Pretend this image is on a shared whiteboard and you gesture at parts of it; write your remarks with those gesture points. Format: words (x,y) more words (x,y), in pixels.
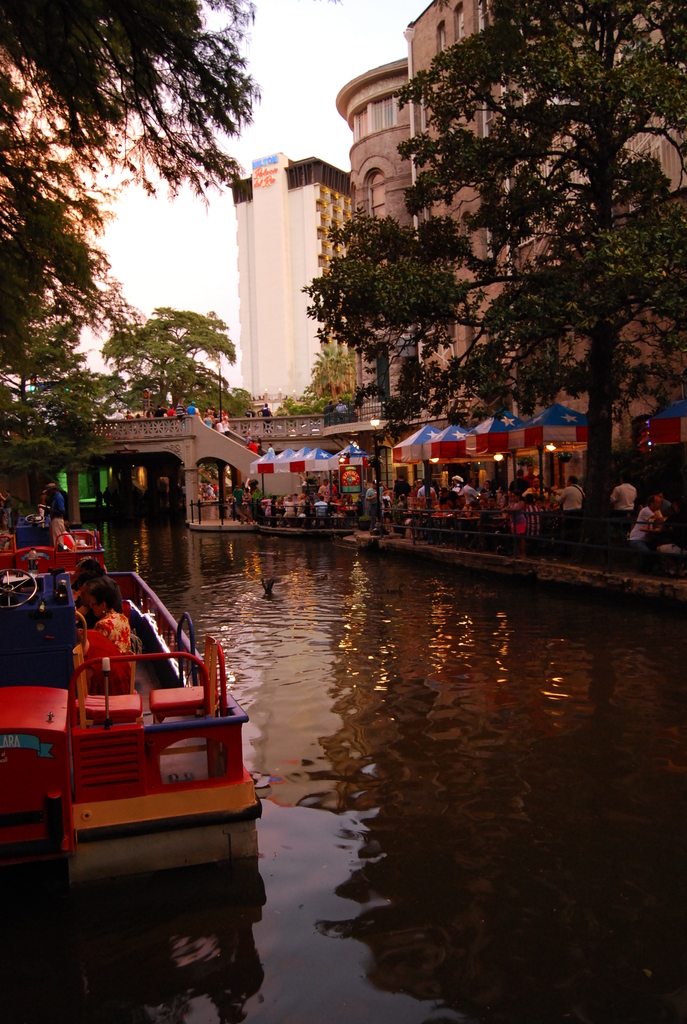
In this image there is the sky (306,136), there are buildings (392,152), there is a building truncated towards the right of the image (473,473), there are umbrellas (442,433), there is an umbrella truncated towards the right of the image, there are persons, there is tree (632,267) truncated towards the right of the image (637,250), there is tree (77,124) truncated towards the left of the image (29,217), there is water (448,716), there is an object (99,662) truncated towards the left of the image (117,777), there are lights (551,447).
